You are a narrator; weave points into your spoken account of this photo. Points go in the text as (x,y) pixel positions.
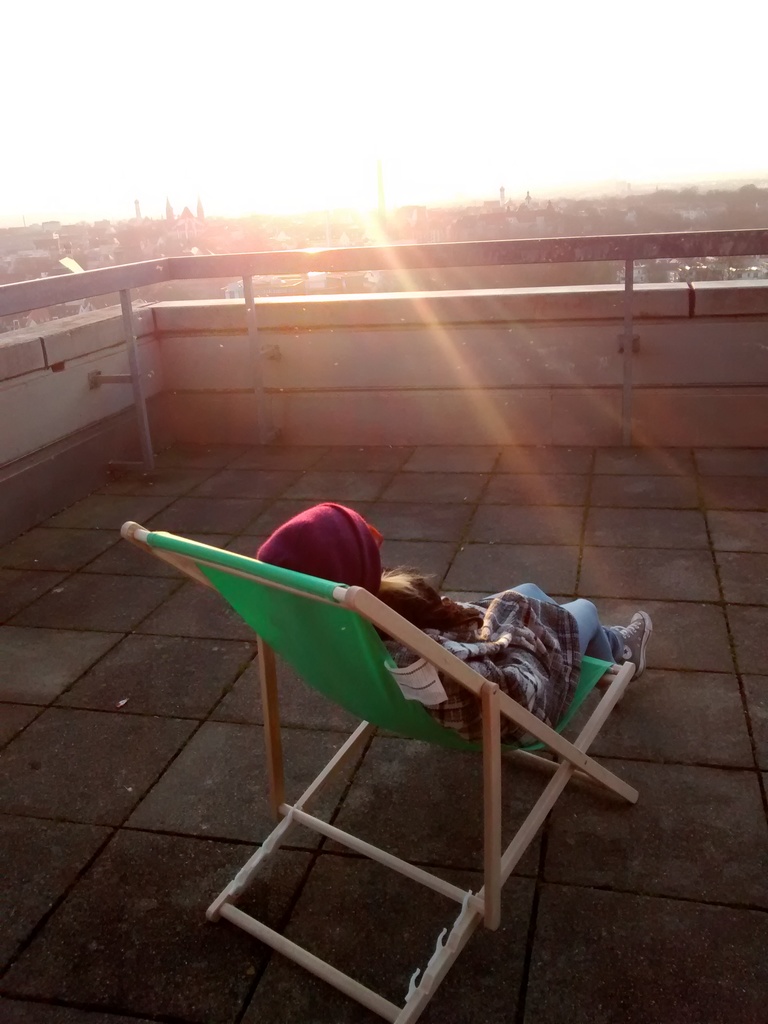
she is sitting on a chair (360,709). She is wearing a shoes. We can see in the background (384,399) sky (468,32), tree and wall (450,396).
